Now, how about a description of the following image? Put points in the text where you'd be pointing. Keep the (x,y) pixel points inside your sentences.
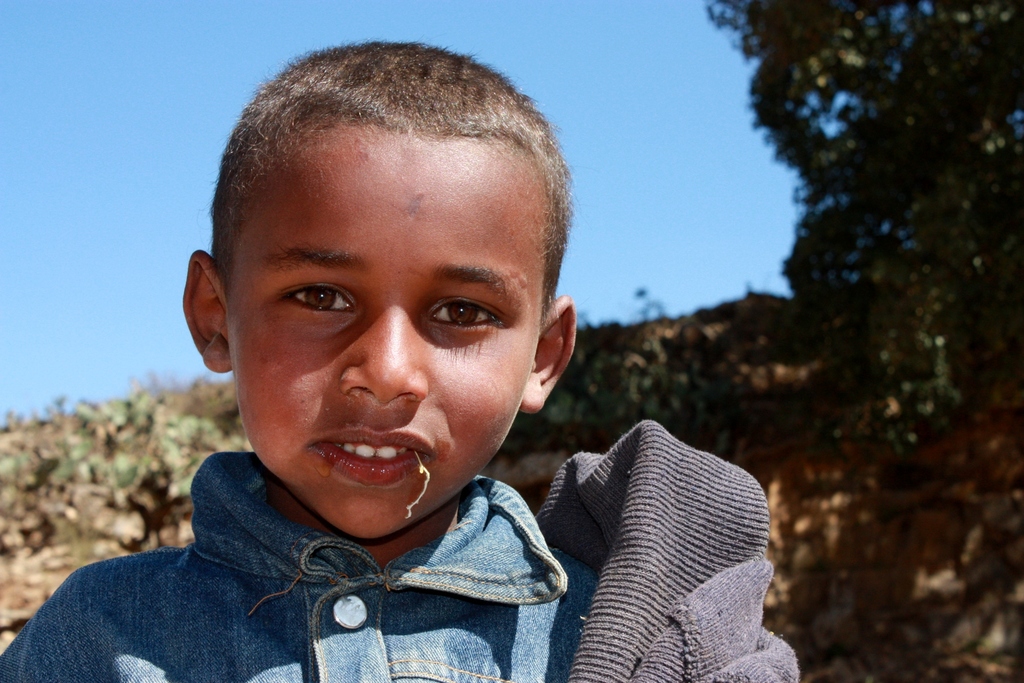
In this image we can see a kid (265,387) and behind him we can see trees (987,366) and sky (193,107).
